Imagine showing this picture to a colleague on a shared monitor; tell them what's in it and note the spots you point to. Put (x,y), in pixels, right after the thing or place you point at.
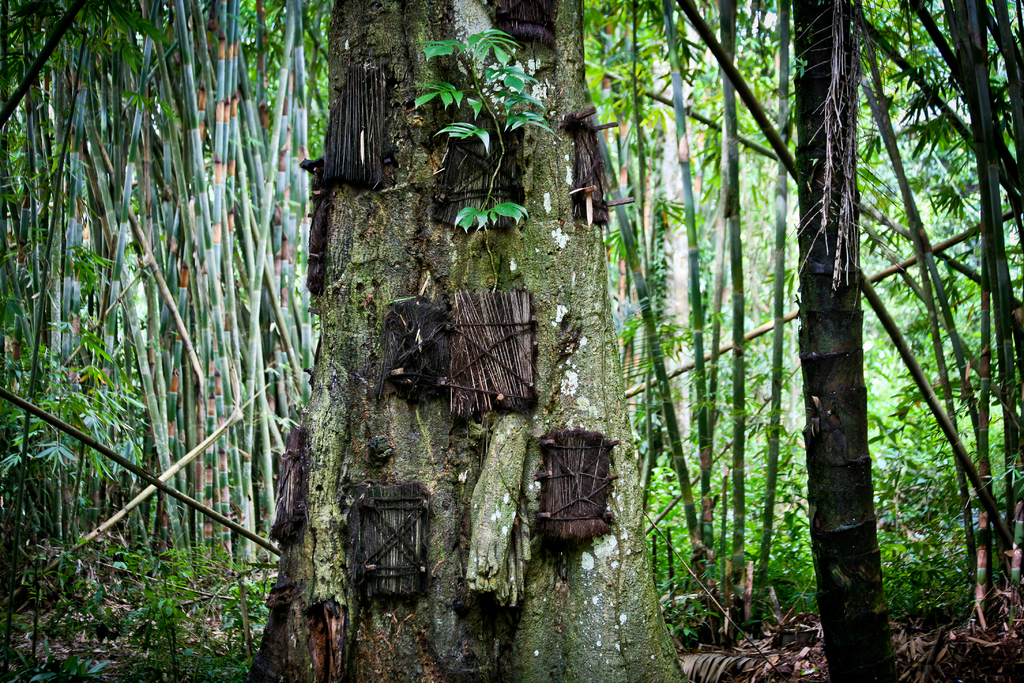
In this image we can see the trees (445,665), plants (200,631) and also the dried leaves (698,671).
